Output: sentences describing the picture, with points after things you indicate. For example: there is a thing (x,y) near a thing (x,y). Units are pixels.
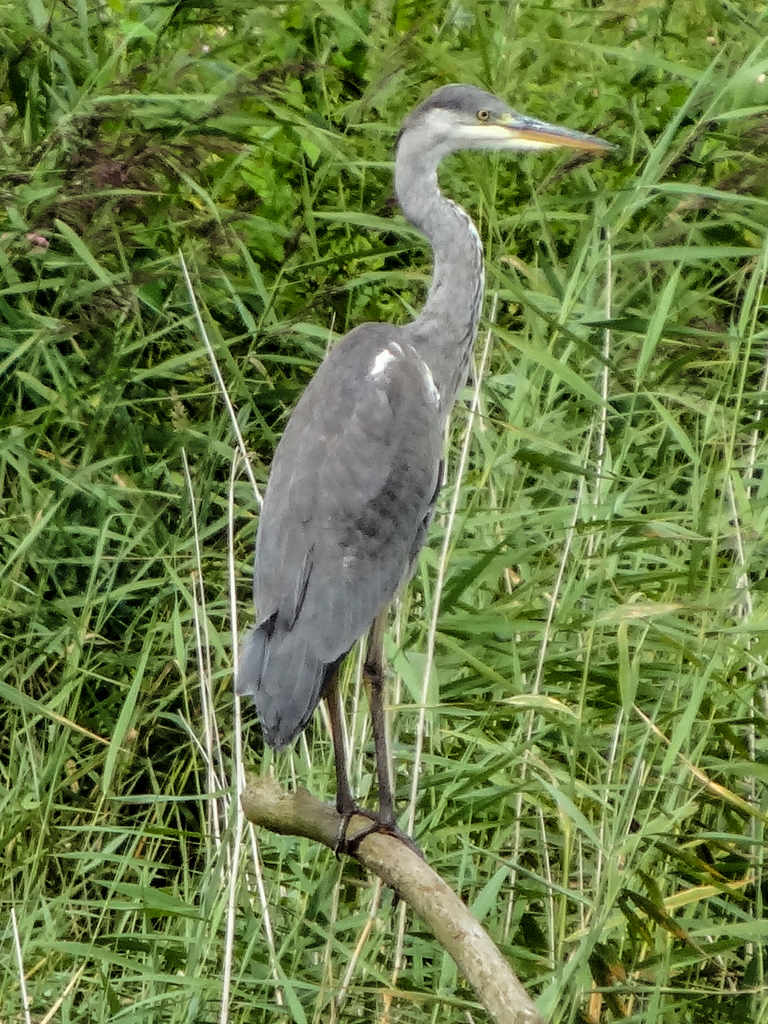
In this image in the front (381,525) there is a bird (385,525) standing on the stem (372,850) of the tree (419,894) and in the background (410,253) there are leaves (402,247).
